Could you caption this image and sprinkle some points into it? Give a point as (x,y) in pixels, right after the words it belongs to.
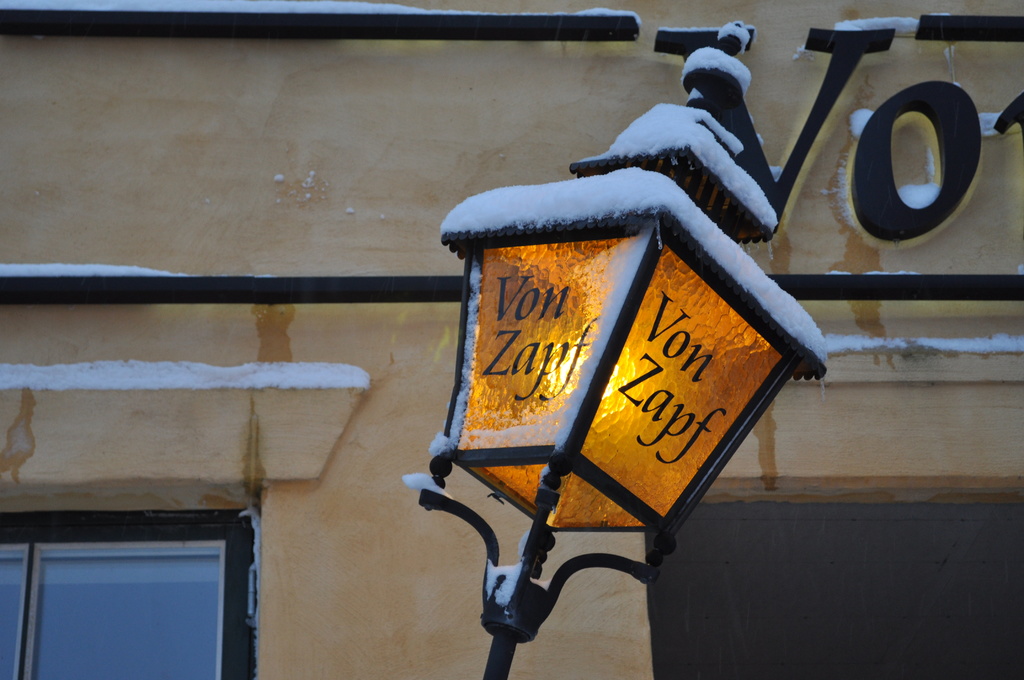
In this picture we can observe a lamp (535,353) fixed to the black color pole (502,658). We can observe some snow (635,188) on the lamp (690,244). There are black color words (656,360) on this lamp (541,374). In the background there is a cream color wall (223,234) and a window (104,597).
